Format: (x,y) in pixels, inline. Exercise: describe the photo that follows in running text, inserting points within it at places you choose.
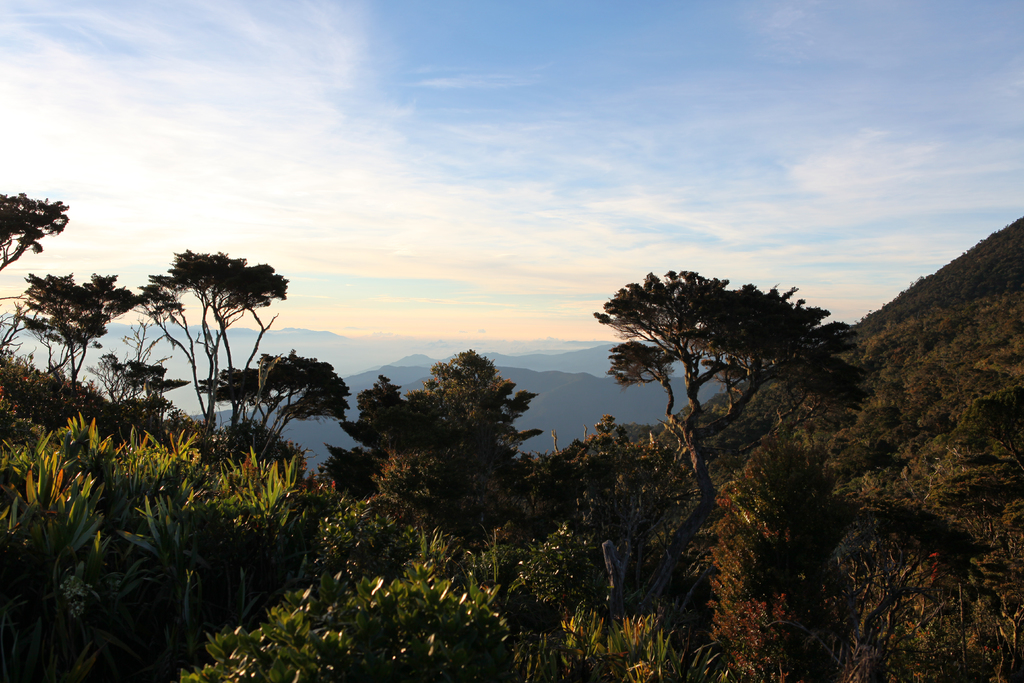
This picture is taken on a hill (900,391). At the bottom (246,513), there are plants (449,484) and trees (659,360). In the background (499,361) there are hills (644,417) and sky (432,189).
